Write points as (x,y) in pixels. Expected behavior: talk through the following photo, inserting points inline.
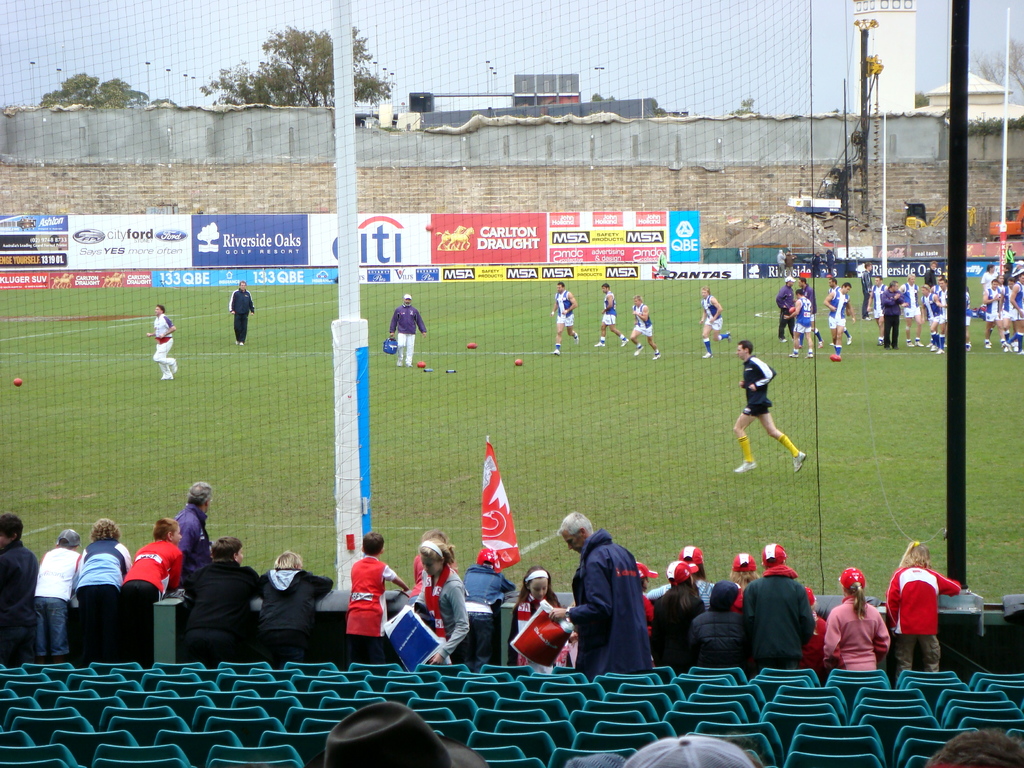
In the picture I can see people (383,589) among them some are standing on the ground (626,284) and some are standing behind the fence (340,620). Here I can see empty chairs (487,691), a net (486,368), the grass (453,348), boards (480,275), a ball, trees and poles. In the background (677,48) I can see the sky (646,52).
